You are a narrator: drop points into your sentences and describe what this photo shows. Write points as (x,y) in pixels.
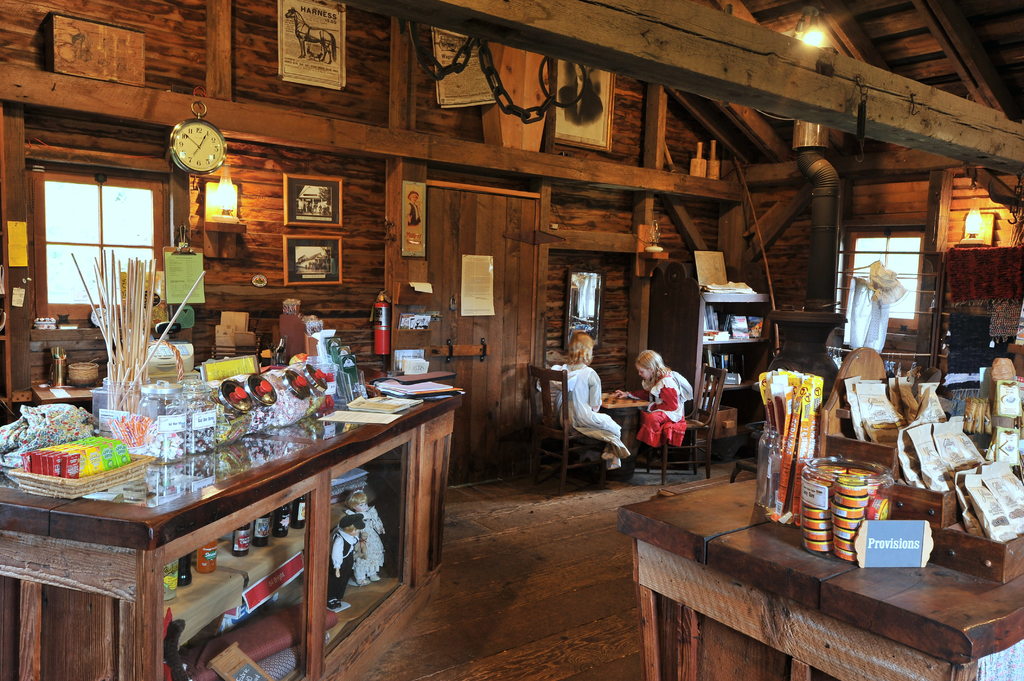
In this image I can see two girls (596,399) are sitting on chairs (700,426). I can also see a clock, few posters (443,54) and few more stuffs (69,470) on these tables (682,549).
